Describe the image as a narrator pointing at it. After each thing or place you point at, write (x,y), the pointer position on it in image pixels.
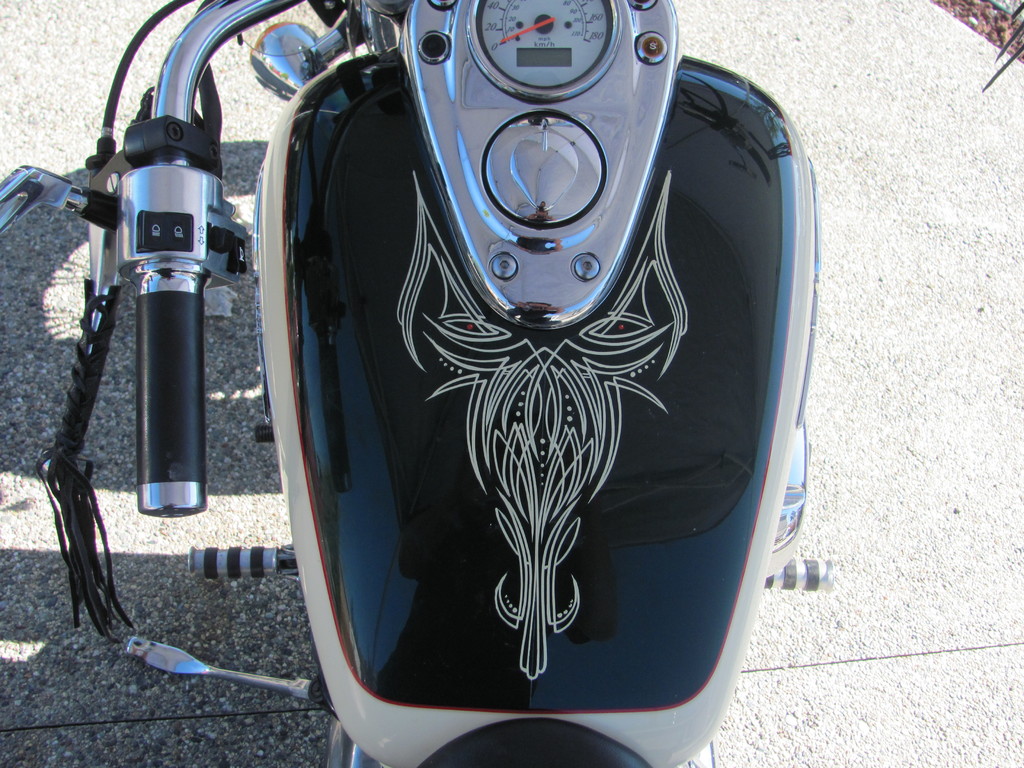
In the middle of this image (472,468), there is a bike (623,667) parked on a road (257,722). This bike (354,611) has had a speedometer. And the background (66,73) is gray in color.
